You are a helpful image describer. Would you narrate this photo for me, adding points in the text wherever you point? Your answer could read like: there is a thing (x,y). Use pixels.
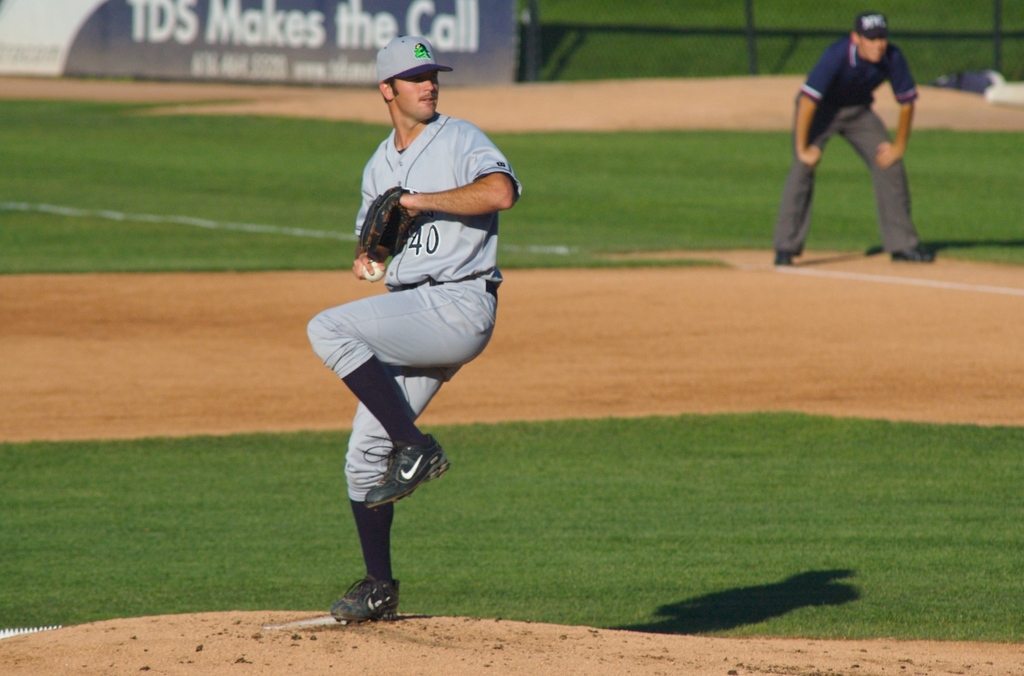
In this image there are two persons (865,72), there is a person (405,263) holding a ball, there is a playground (662,247), there is grass (150,182), there is text (242,31) on the board (224,34), there is a board (187,48) truncated towards the left of the image (274,57), there is an object (997,85) truncated towards the right of the image (998,86).
